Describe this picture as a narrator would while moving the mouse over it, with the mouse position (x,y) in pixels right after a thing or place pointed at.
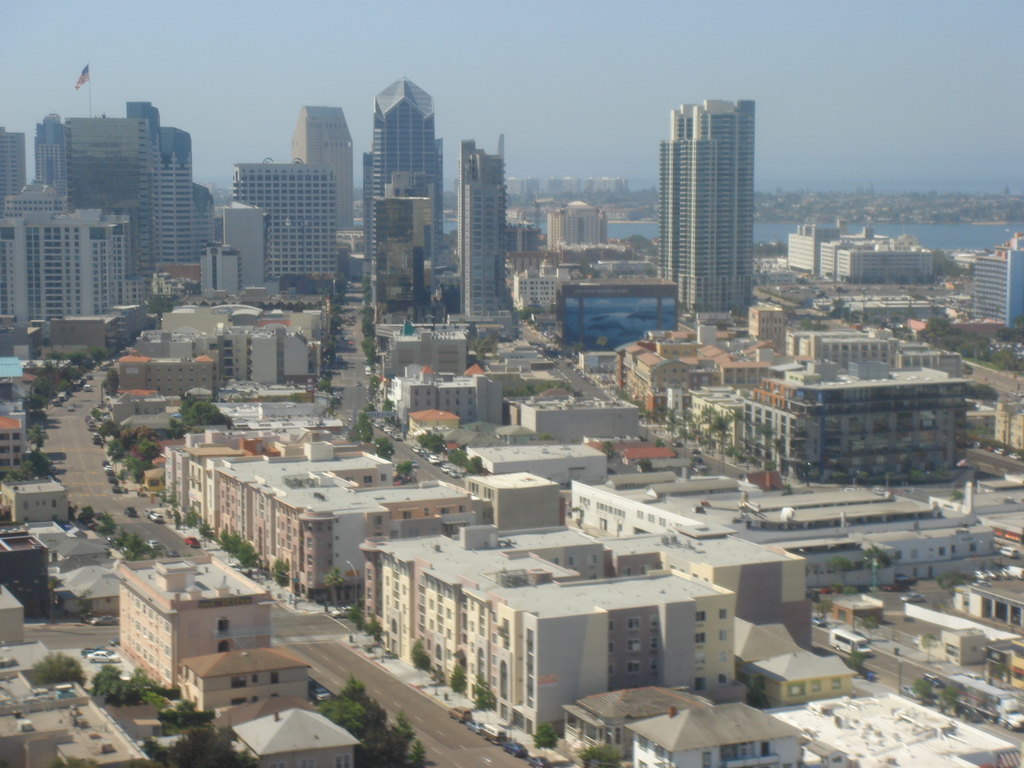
In this image we can see the buildings (563,483), trees (252,556) and also the vehicles (496,734) on the road (88,477). We can also see the flag (86,79) and also water (933,230). Sky (802,75) is also visible.
